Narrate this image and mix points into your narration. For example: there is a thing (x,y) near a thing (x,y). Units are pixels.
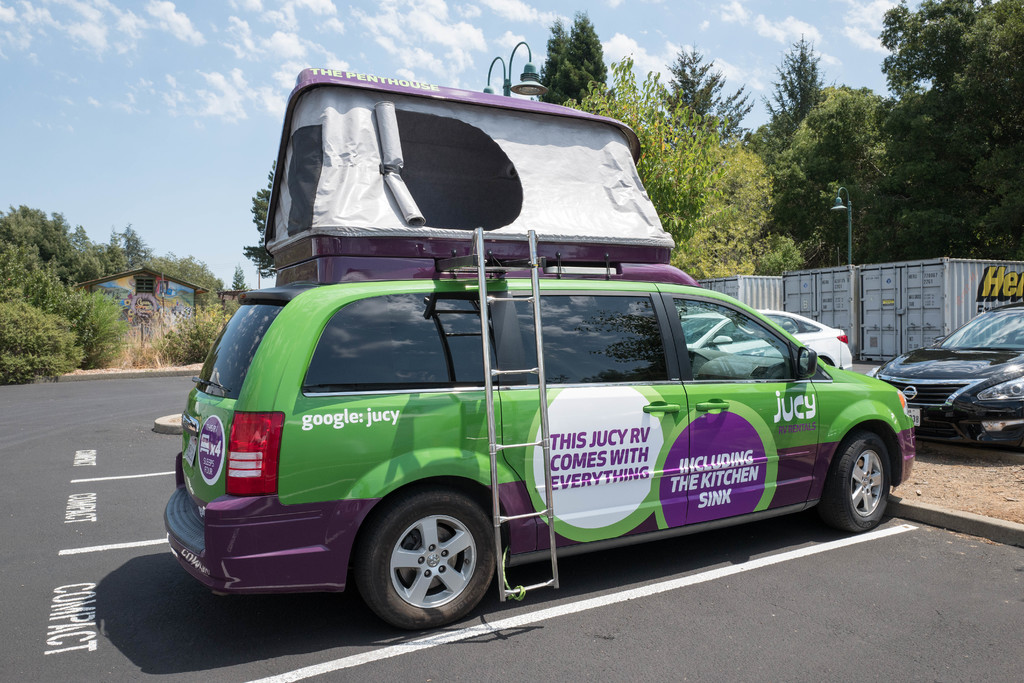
This image is taken outdoors. At the bottom of the image (594,604) there is a road (213,609). At the top of the image (137,100) there is a sky (456,44) with clouds (100,1). On the right side of the image (885,314) two cars (779,315) are parked on the ground (991,496) and there are shipping containers (884,295) and a pole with a street light (840,205). In the middle of the image (602,233) a car (527,448) is parked on the road (665,597). In the background (678,164) there are many trees (705,215) and plants (135,334) and there is a hut (125,312).
